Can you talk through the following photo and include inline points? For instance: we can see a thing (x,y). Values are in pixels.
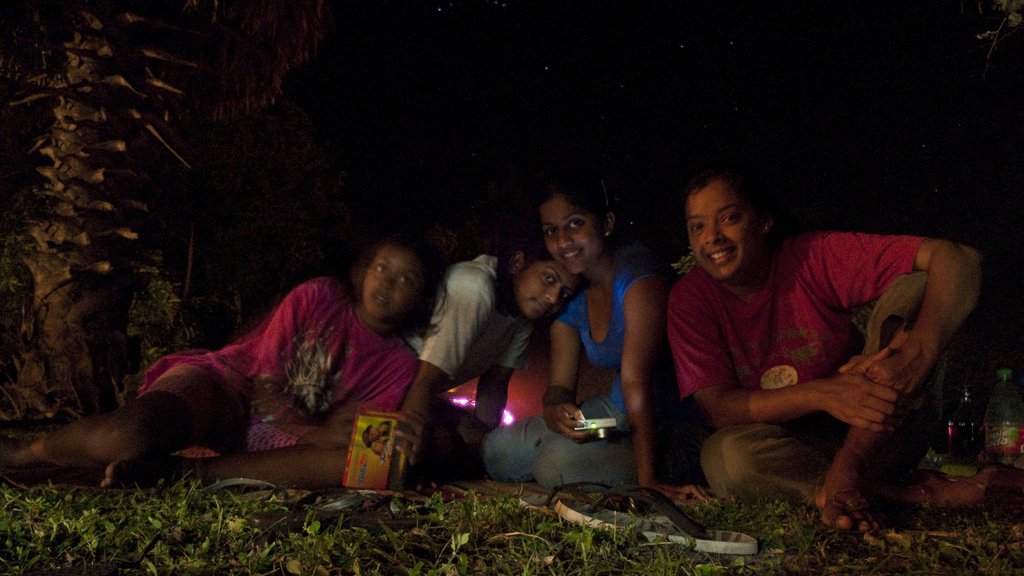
In this image we can see four girls (864,499) are sitting on the land (907,503). Two girls (846,498) are wearing pink color t-shirt (722,339). One girl (633,349) is wearing blue color top (608,360) with jeans (552,444) and holding a camera (590,423) in her hand (580,433). And one more girl (471,327) is wearing white color t-shirt (460,335). At the bottom of the image (440,551) we can see grass (486,546) and slippers (341,494). On the right side of the image (974,417), bottles (975,416) are there. On the left side of the image (114,225), tree bark (88,248) is present.
